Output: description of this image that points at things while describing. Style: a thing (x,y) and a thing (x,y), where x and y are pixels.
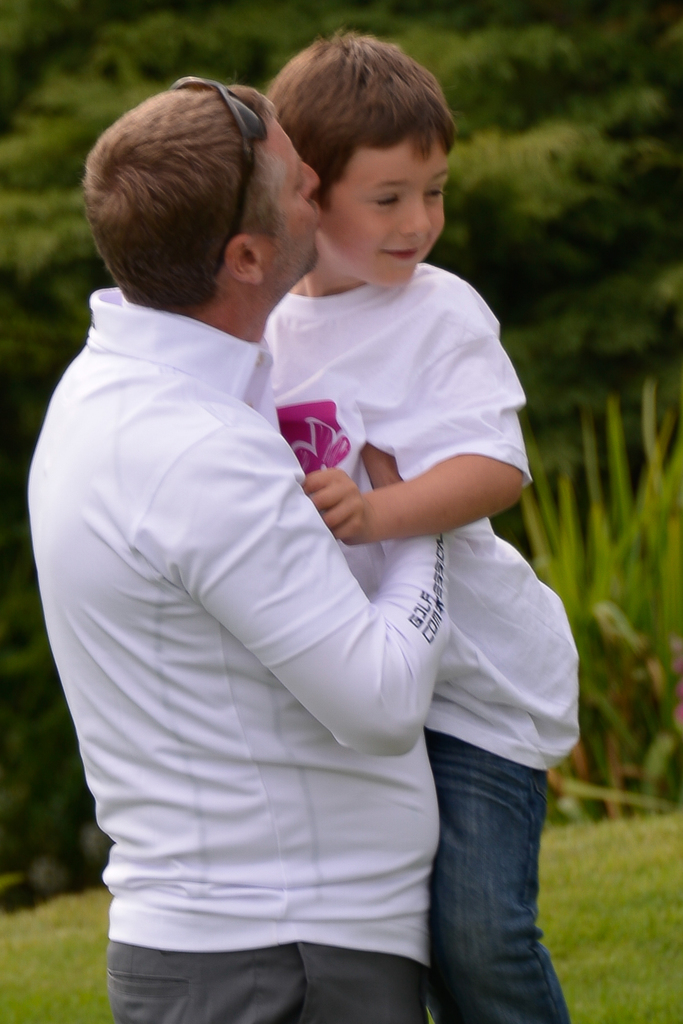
In this image, I can see a man (280,583) carrying and kissing a boy (417,301). In the background (457,145), there are trees (557,197), plants (613,597) and grass (583,848).
